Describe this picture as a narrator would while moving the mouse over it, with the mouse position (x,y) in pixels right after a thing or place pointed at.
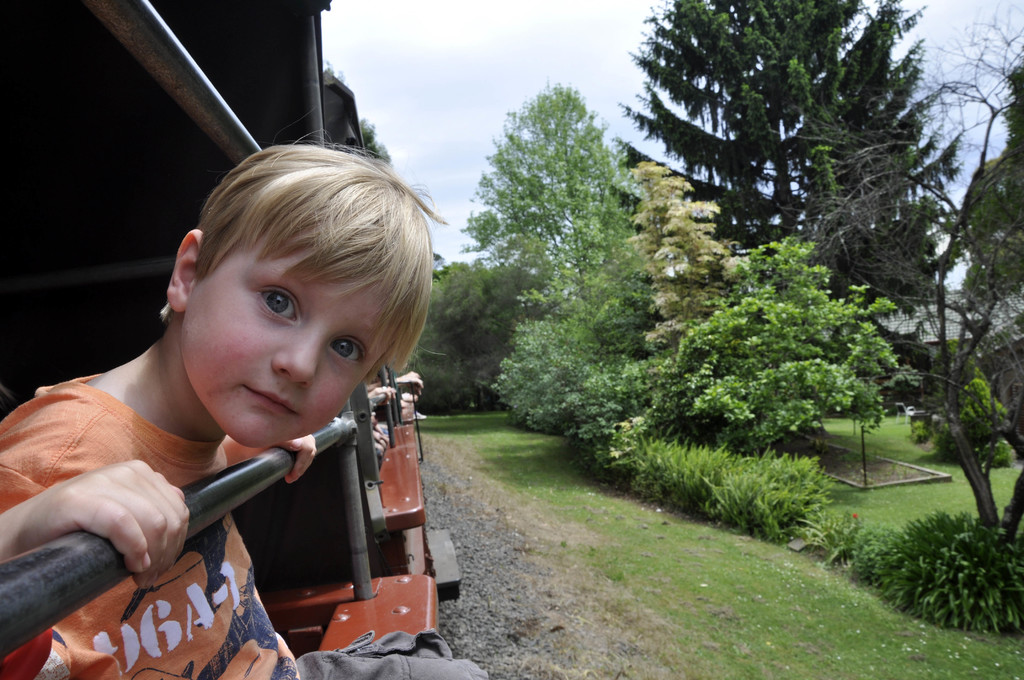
In the foreground of this image (318,569), there is a train (354,542) and a boy (205,533) looking through the window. In the background (567,368), there are trees (653,391), grass (690,520) and the sky (373,59).
